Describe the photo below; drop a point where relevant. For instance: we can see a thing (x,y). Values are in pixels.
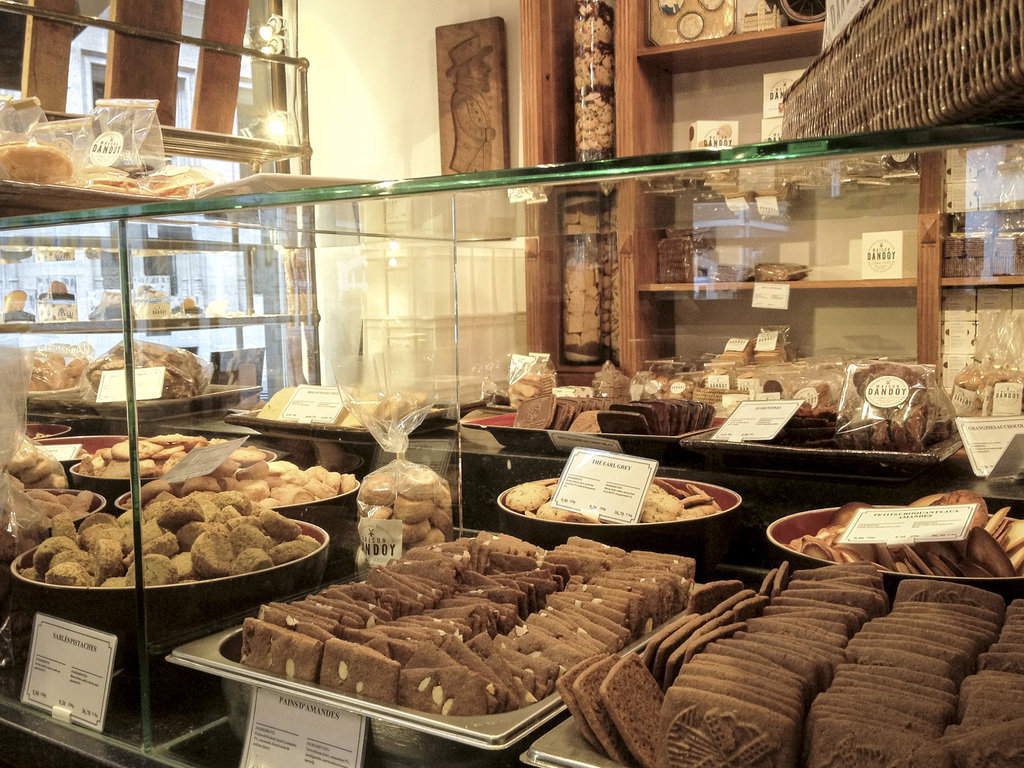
This picture is inside view of a room (470,281). We can see cookies (334,594), containers (356,709), boards (566,506), glass (650,304), bottles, cupboard (623,116), photo frame (459,112), wall (343,99), lights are present.
